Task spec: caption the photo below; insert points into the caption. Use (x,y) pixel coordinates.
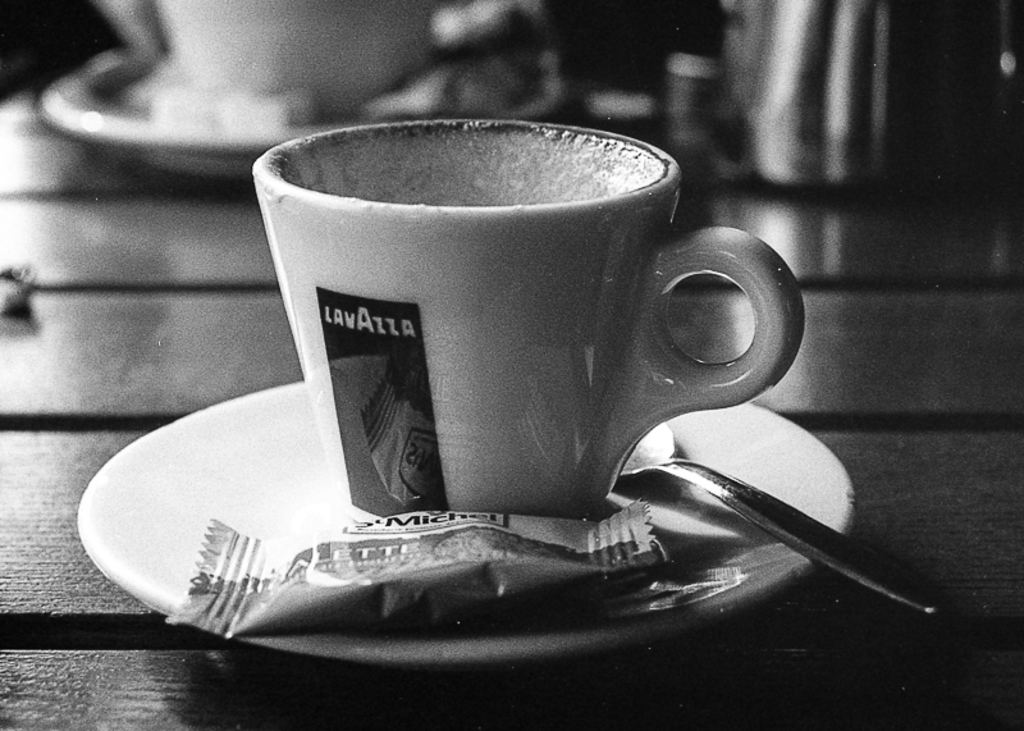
In this image there is a table (78,298). On top of the table (270,373) there is a plate (582,618). On top of the plate (292,464) there is a cup (543,443). There is a spoon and there is a biscuit packet (449,545). Beside the plate (277,407) there is another plate (105,73) with a cup (265,82) on it. Beside the cup (258,84) there are a few other objects (668,122).
